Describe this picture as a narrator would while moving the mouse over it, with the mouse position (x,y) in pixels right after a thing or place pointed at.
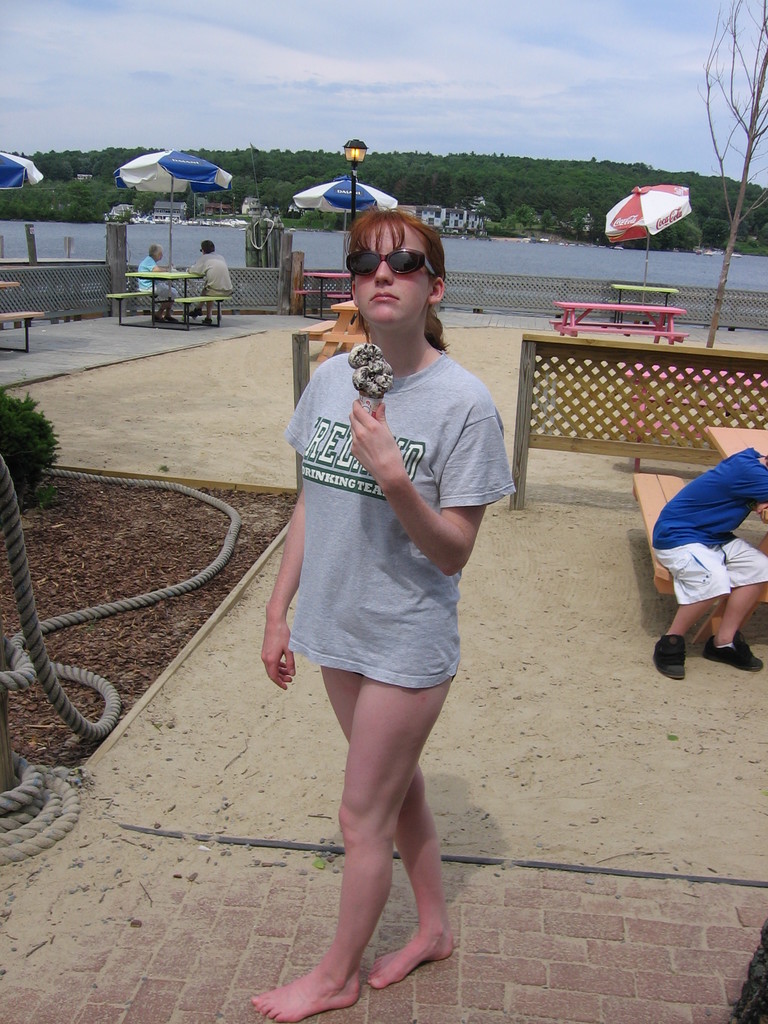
There is a woman (359,259) standing and holding a ice cream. This man (722,660) sitting on a bench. We can see table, plant (2,391) and rope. We can see tables (661,292), benches (145,295), umbrellas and fence (244,293). In the background (240,245) we can see water (230,242), buildings (216,211), trees (385,173) and sky (307,66). There are two people (167,313) sitting on benches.
